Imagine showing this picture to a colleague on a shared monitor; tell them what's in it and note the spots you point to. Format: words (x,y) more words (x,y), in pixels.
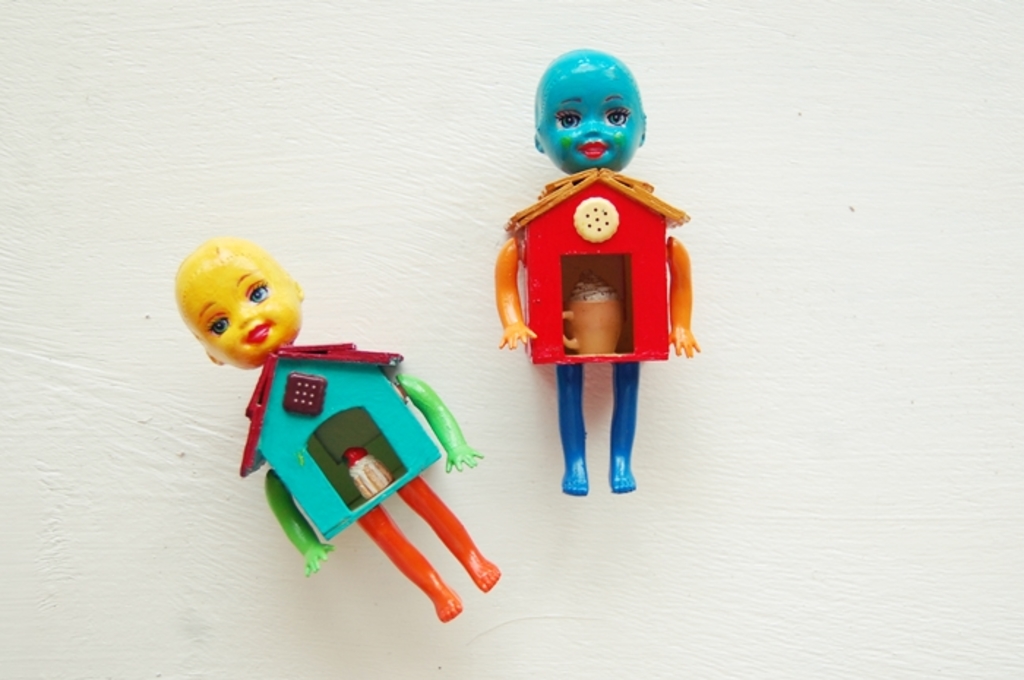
In this image we can see two toys (372,425) on the white color surface (343,259).
